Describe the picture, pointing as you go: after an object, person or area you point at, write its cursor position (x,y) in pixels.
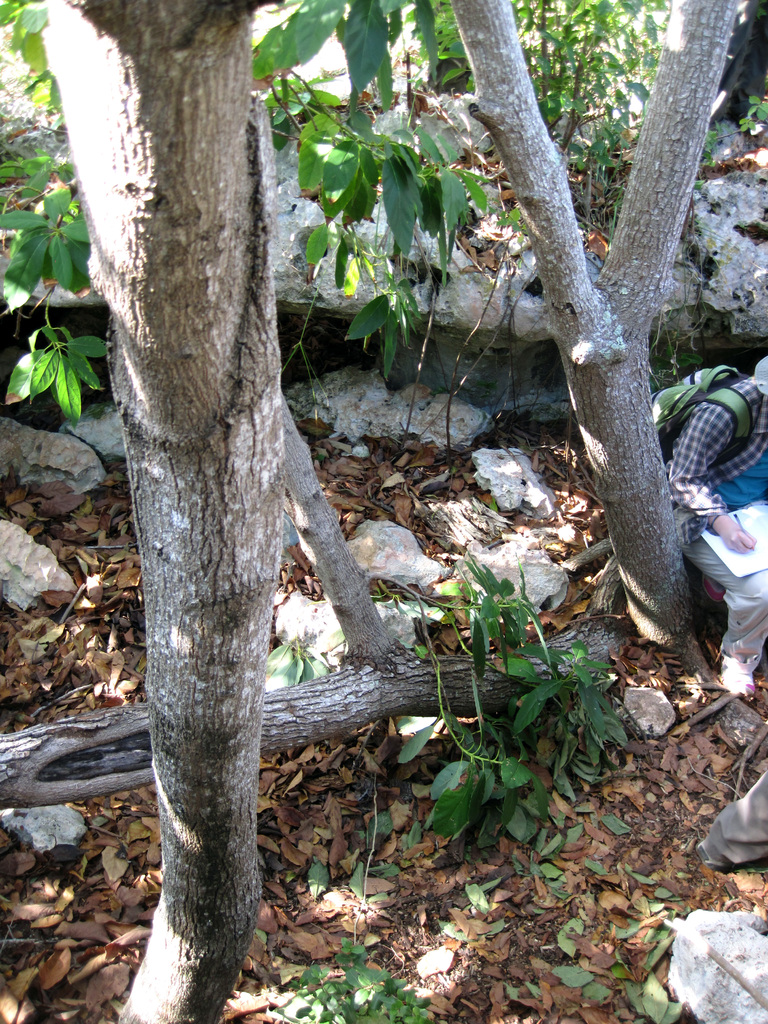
In this image I see a person (722,459) over here who is holding a pen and I see that this person (705,438) is wearing a bag (735,425) and I see the ground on which there are dried leaves (72,677) and I see few trees (158,628) and plants (355,39) and I see the rocks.
